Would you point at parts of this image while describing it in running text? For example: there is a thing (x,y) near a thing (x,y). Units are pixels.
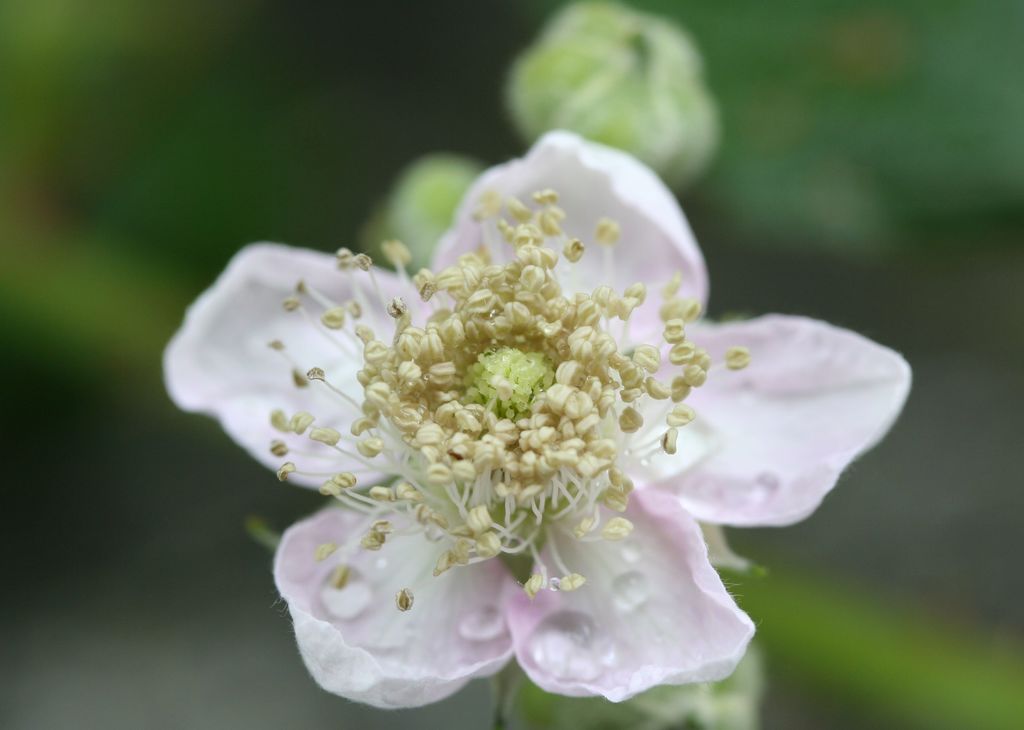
In this image we can see a flower (441,456) which is in pink and yellow color and in the background (237,185) image is blur.
